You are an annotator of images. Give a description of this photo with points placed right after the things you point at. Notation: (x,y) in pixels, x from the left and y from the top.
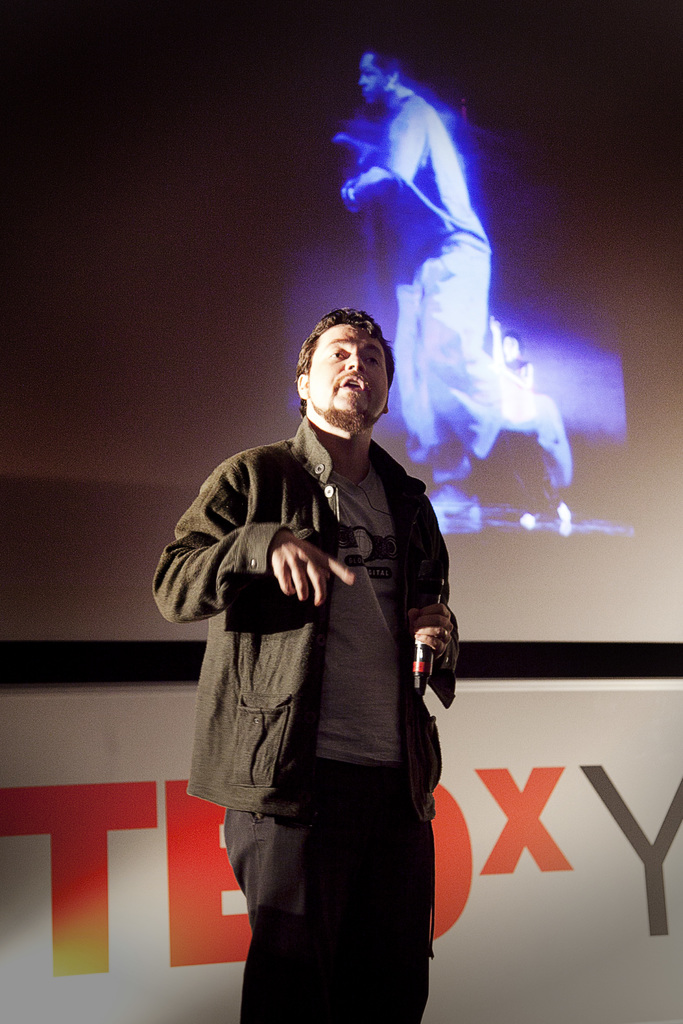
In this picture there is a person (353,445) standing and talking and he is holding the microphone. At the back (477,166) there is a screen (583,281) and there is a picture (496,401) of a person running on the screen (662,561). At the bottom (34,934) there is a board (597,812) and there is a text (58,859) on the board (446,893).
